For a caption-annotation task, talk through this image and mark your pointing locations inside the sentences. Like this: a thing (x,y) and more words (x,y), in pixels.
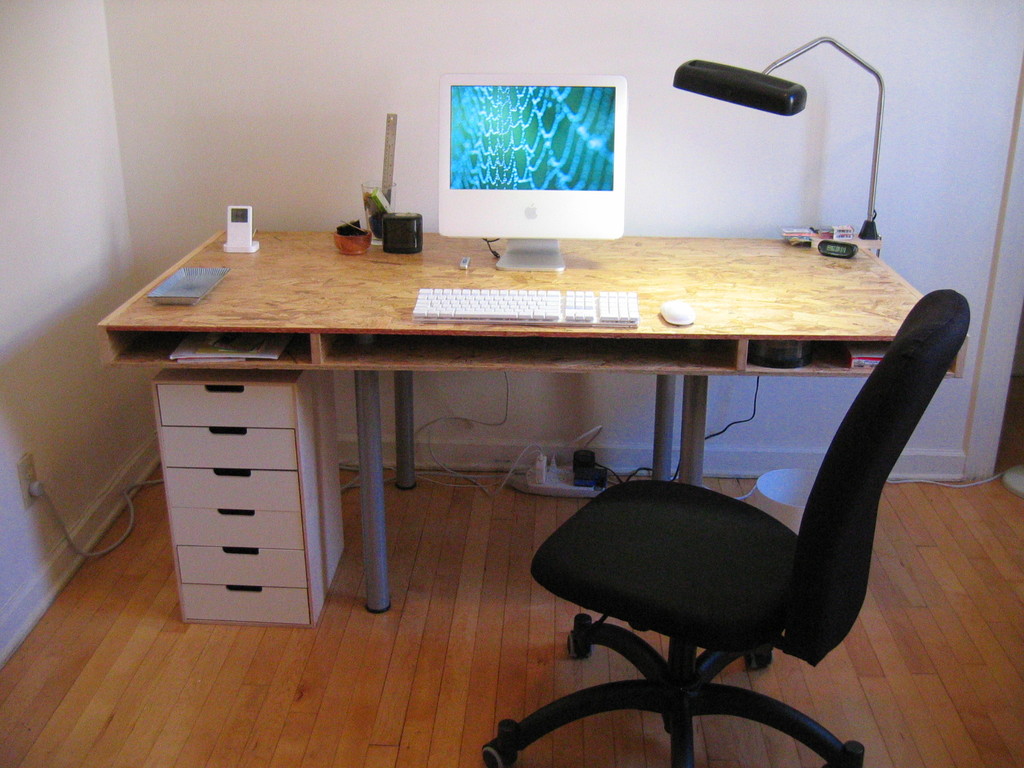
In this image, we can see a wooden table (734,243), on that table (607,243) there is a white color monitor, keyboard (624,312) and a mouse (670,306), we can see the light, there is a black color chair (701,549), we can see the wooden floor (156,667), in the background (113,271) we can see the white color wall (287,30).
